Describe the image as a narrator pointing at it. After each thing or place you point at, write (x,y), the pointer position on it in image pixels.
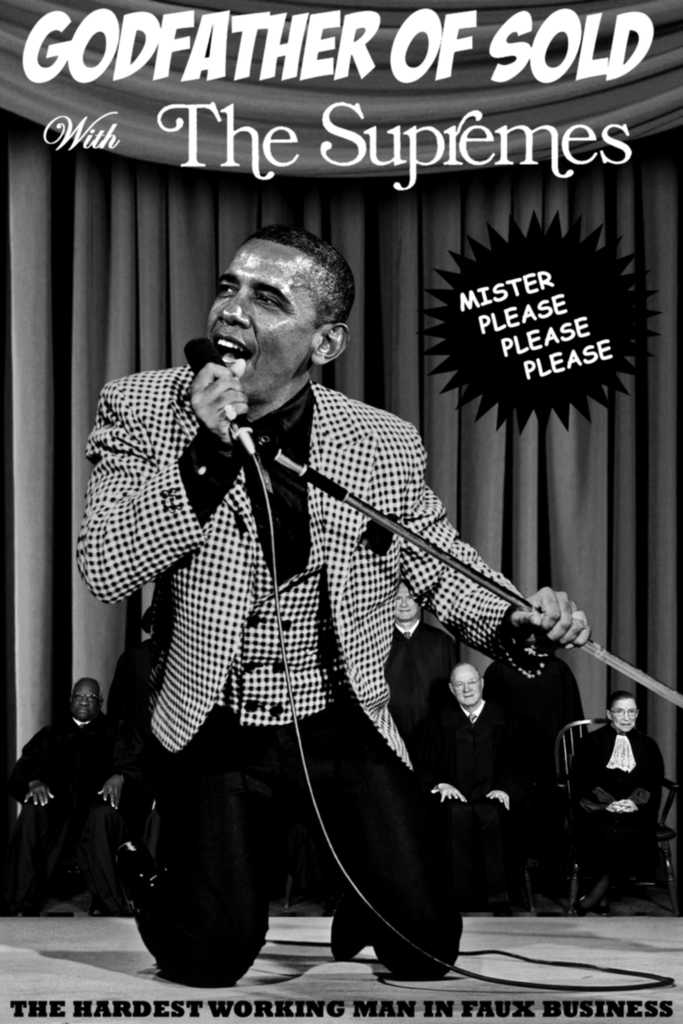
In this picture we can see a man (444,936) who is sitting on his knees (403,971). And he is singing on the mike (204,355). On the background (468,441) there is a curtain (587,573). Here we can see some persons (517,804) are sitting on the chairs (672,869). And this is the floor (59,985).
